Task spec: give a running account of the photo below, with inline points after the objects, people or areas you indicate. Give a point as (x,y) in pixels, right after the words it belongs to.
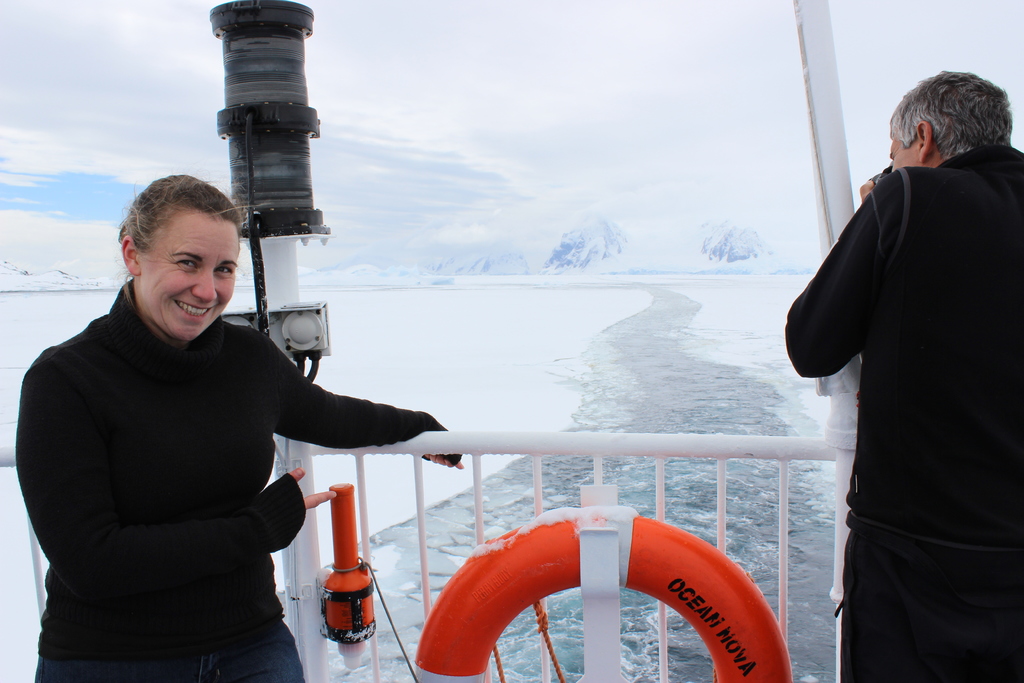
In this picture there is a man (843,239) on the right side of the image (842,256) and there is a woman (162,285) on the left side of the image (140,294), it seems to be they are standing in the ship (603,509) and there is water (654,506) in the center of the image (658,398) and there is snow (753,248) on the right (737,349) and left side of the image (329,301).
